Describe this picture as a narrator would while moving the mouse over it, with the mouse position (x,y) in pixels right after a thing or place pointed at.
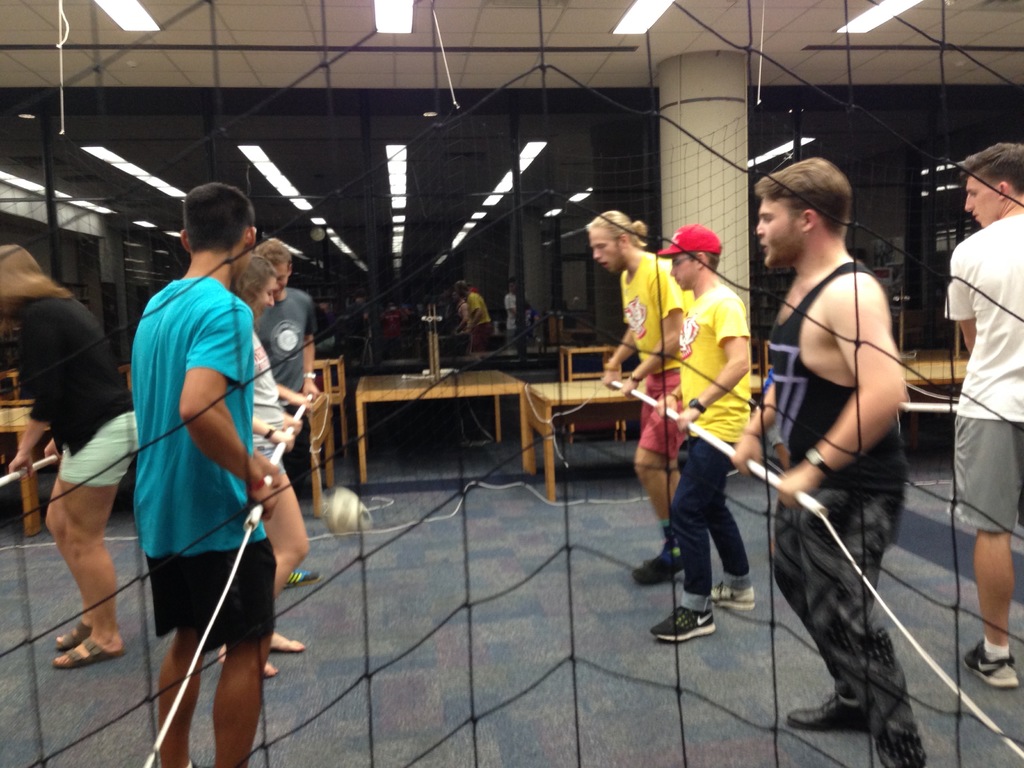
In this image I can see number of people (116,374) are standing and I can see all of them are holding white color things (694,429). I can also see few tables (574,398) in background (486,377) and here I can see net (55,207). I can also see lights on ceiling (512,59).
